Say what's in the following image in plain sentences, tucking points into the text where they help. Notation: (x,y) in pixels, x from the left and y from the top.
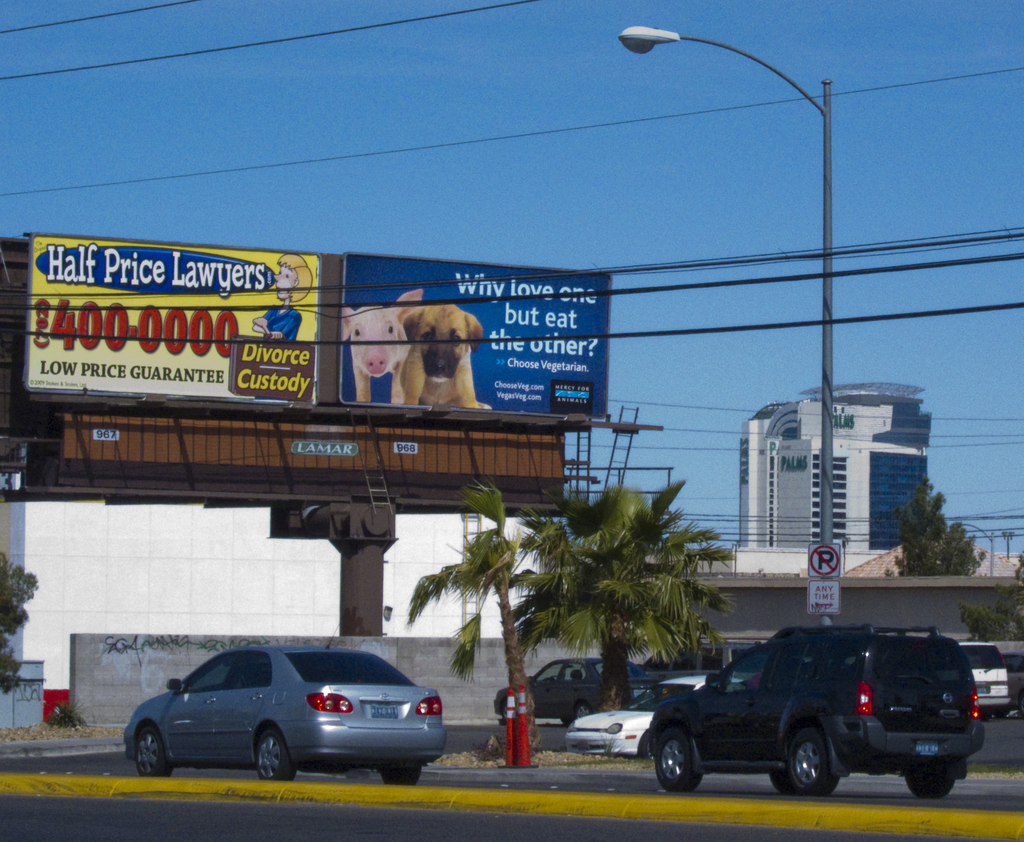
In this image I see hoardings (360,266) on which there are words (228,286) and numbers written on it and I see a picture (381,328) of a pig (367,366) and a dog (441,338) over here and I see buildings (860,514), a light pole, wires (784,325), trees (1005,614) and I see cars (646,714) on the road (470,812) and I see the blue sky (657,184) in the background (494,150).
